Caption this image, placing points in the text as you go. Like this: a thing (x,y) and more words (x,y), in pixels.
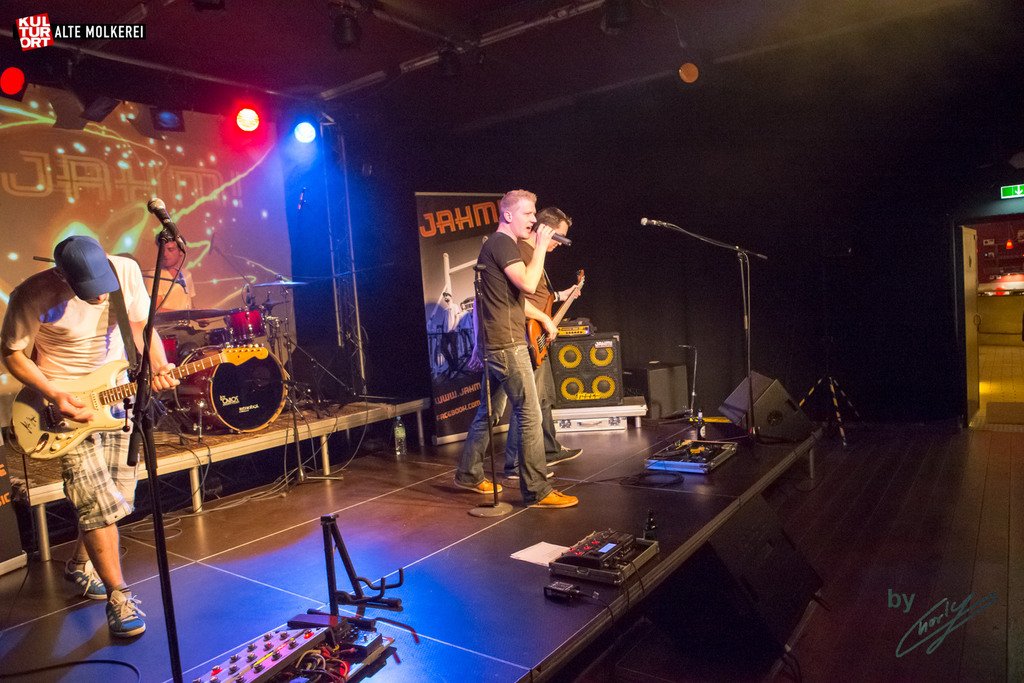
In the image we can see there are four person (499,318) standing and performing. This is a stage (392,510), guitar (108,427), musical band (197,397) and lights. This is a sound box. This is a watermark (79,38).
